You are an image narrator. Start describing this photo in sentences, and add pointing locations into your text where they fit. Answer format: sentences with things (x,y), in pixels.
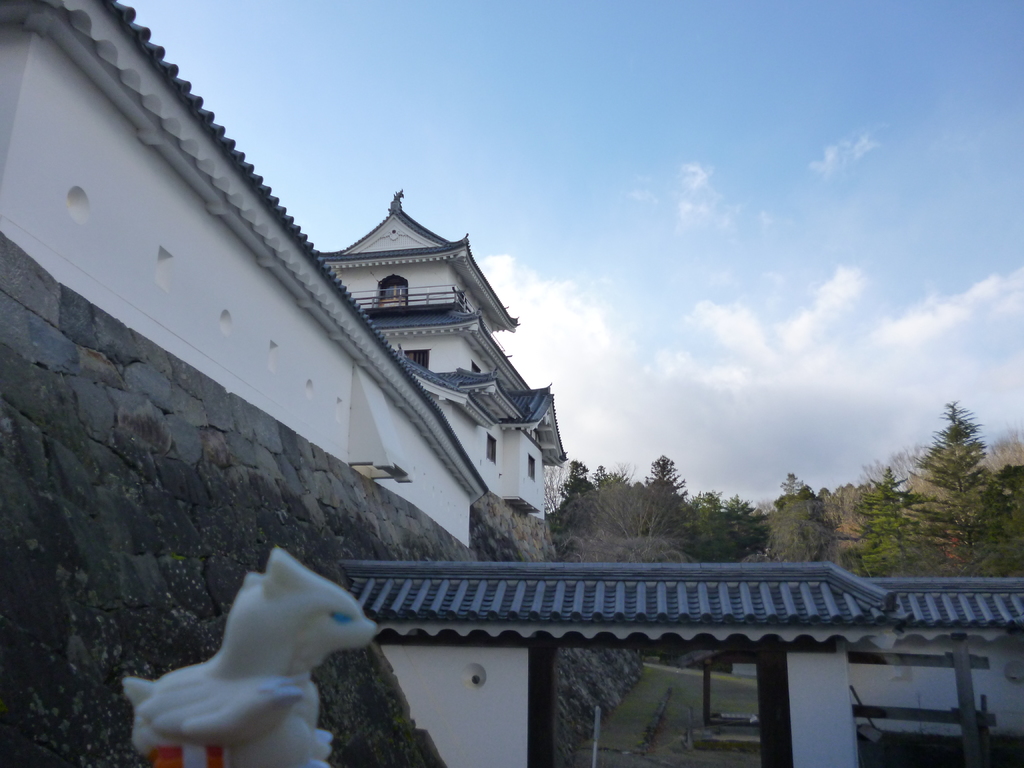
In this image we can see a building (421,471), beside the building (747,624) there are trees (846,556).
